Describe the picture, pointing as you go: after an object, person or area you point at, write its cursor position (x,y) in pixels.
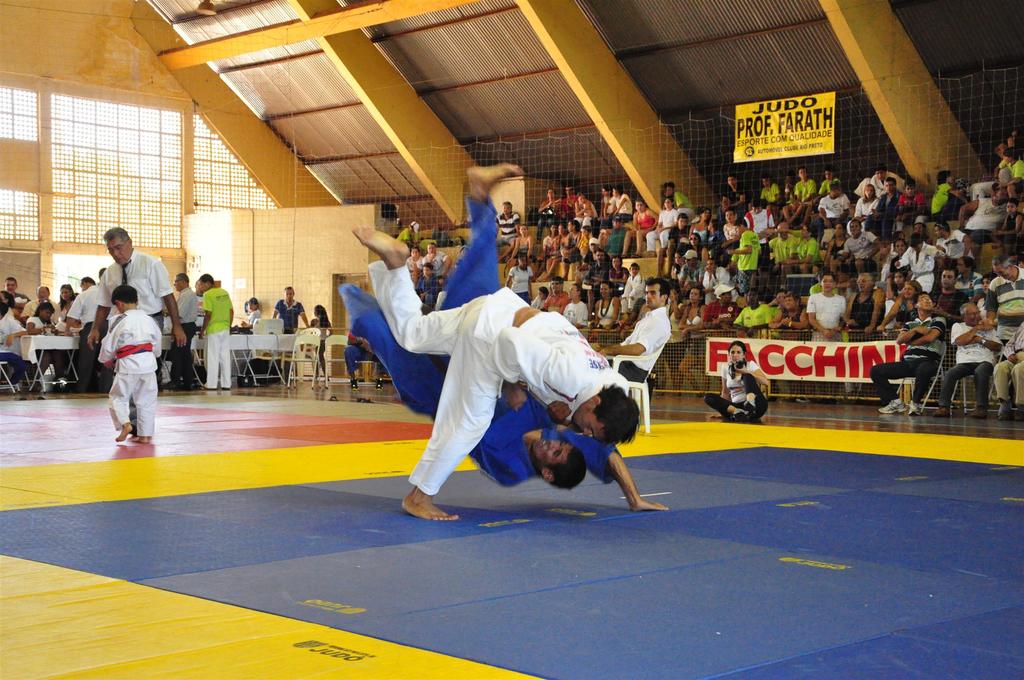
In the center of the image (490,453) there are persons (475,376) fighting. On the left side of the image (318,316) we can see chairs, table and persons (211,324). In the background (893,204) there is a crowd (698,268).
